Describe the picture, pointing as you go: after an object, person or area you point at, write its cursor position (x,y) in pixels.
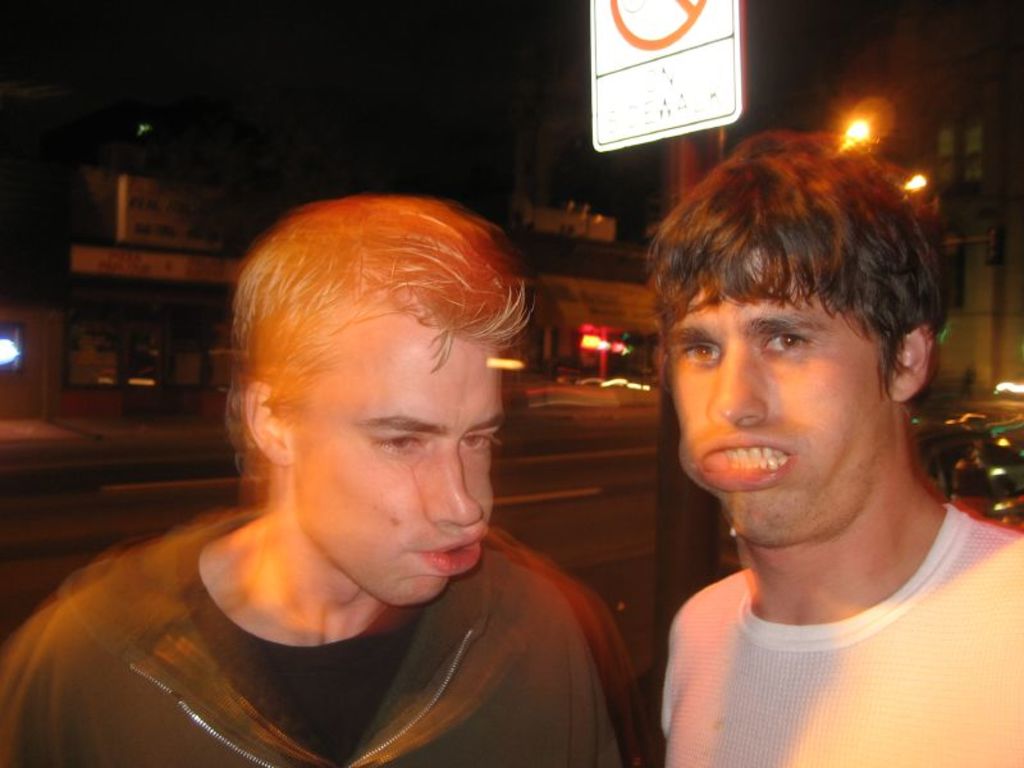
In the given image i can see a people (839,376), pole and in the background (187,213) i can see a lights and houses (219,394).
